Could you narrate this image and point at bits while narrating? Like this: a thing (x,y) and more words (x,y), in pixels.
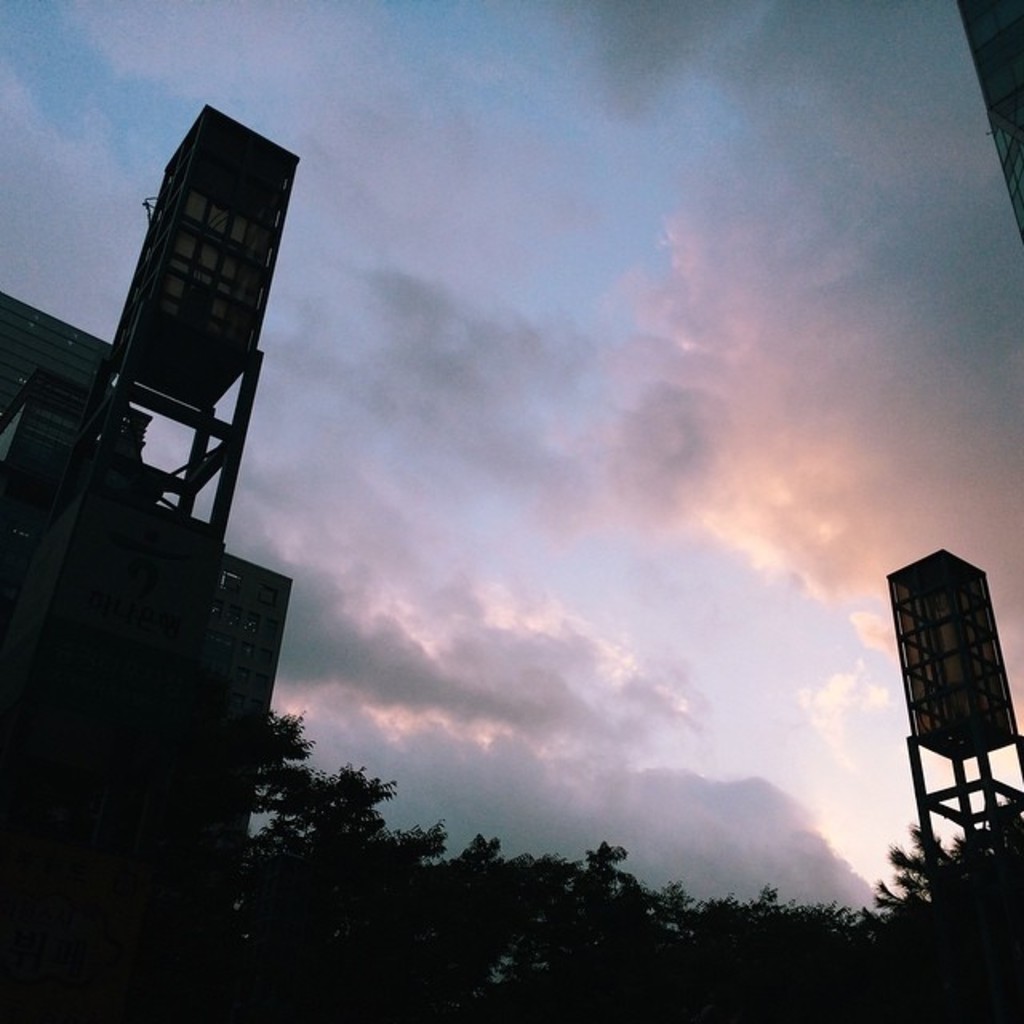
In this image there are trees (943,895) and buildings (251,607) and there is a tower (964,724) and the sky (719,450) is cloudy.
